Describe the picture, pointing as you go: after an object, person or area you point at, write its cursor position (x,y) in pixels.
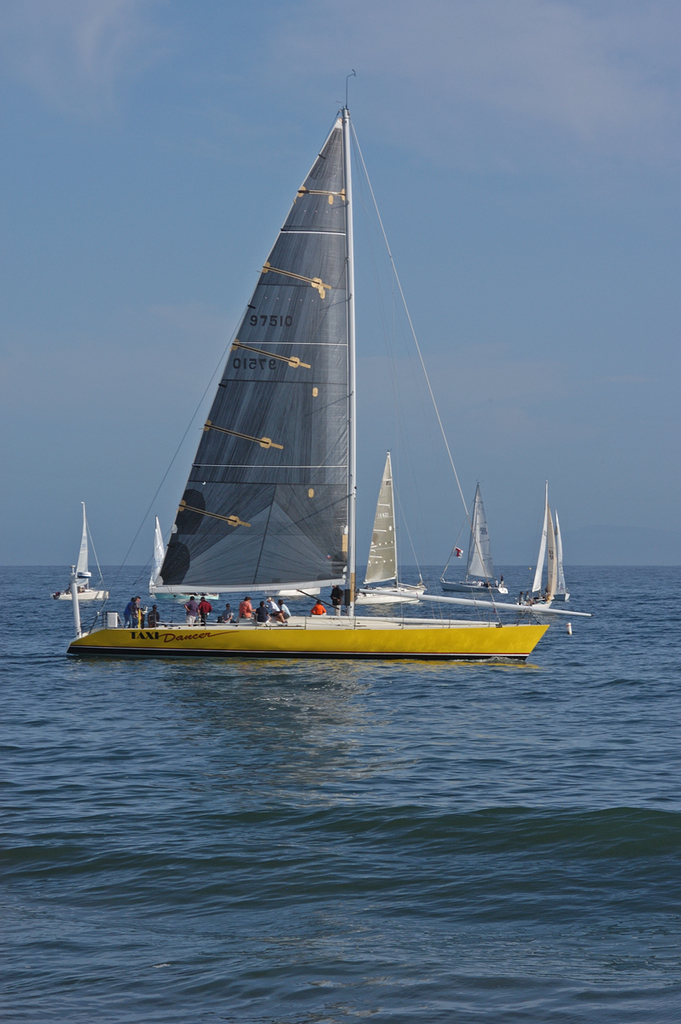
Above this water (308,715) there are boats (321,622). In this boat (302,574) there are people (126,619). Background (544,487) we can see the sky (386,198).
